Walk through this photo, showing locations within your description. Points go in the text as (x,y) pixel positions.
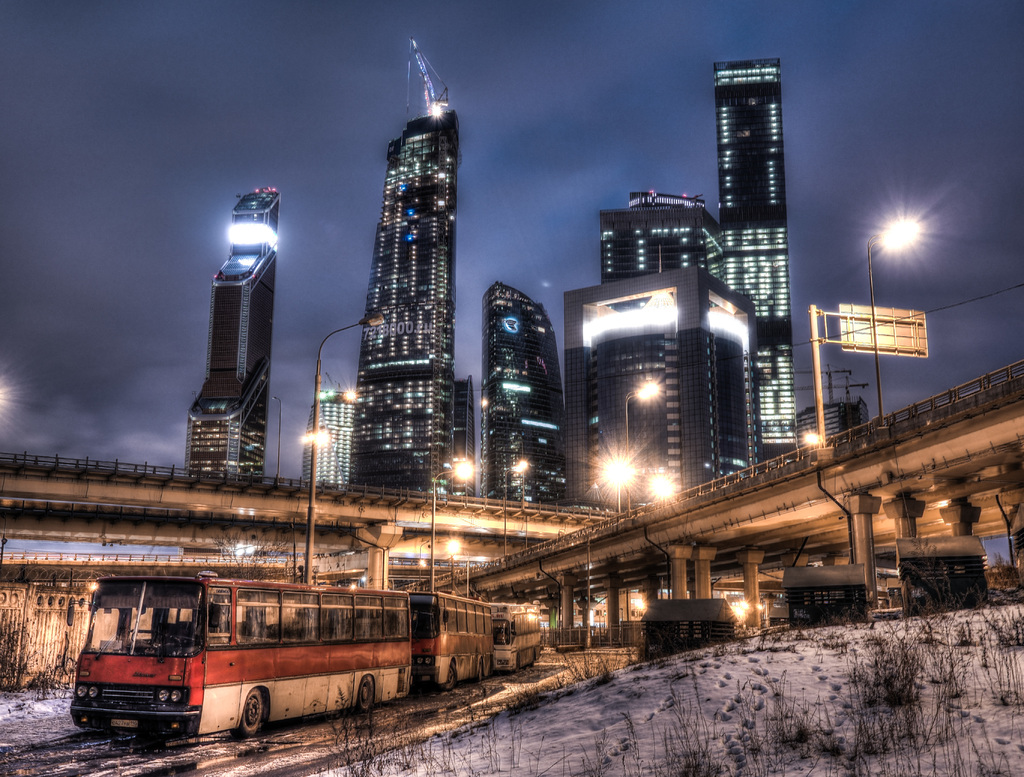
In this image I can see few vehicles (212,650), background (277,501) I can see few bridges (608,532), light poles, buildings (712,428) and the sky (642,155) is in blue color.
